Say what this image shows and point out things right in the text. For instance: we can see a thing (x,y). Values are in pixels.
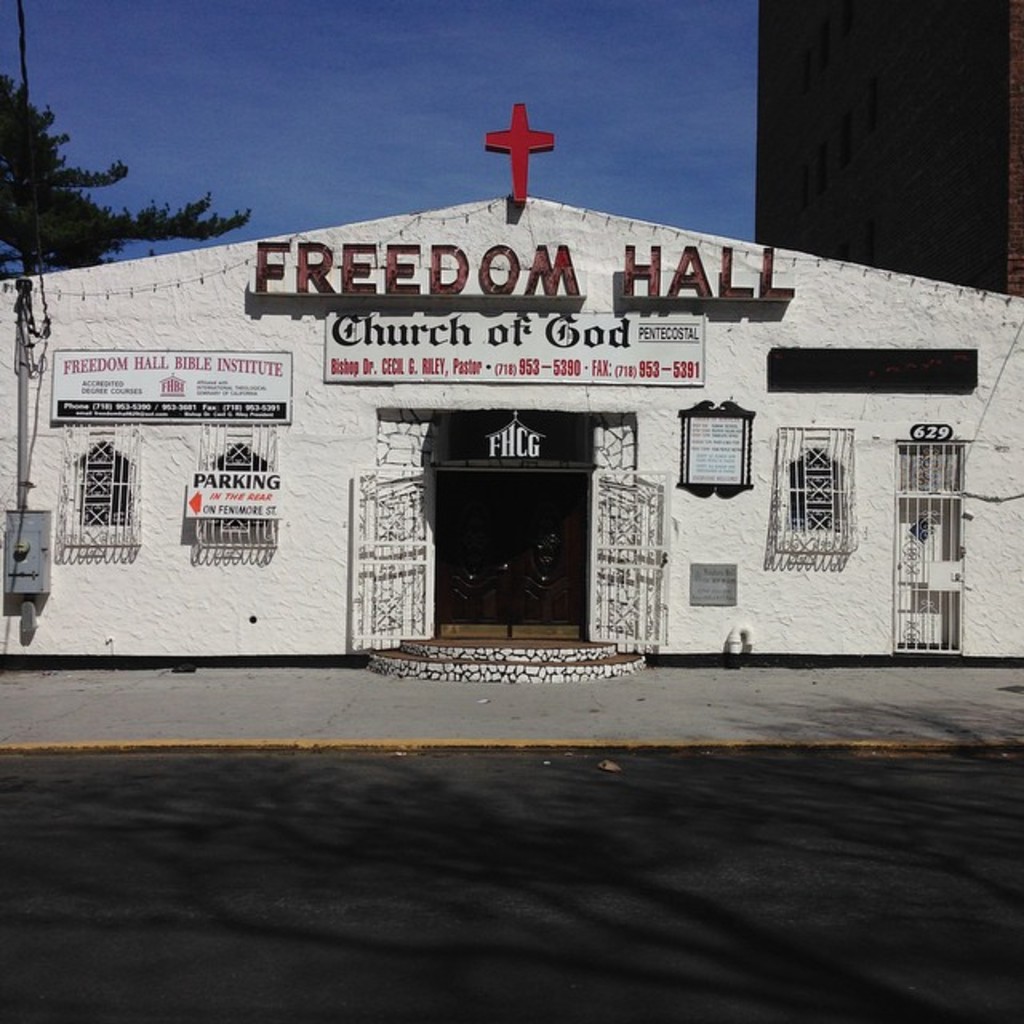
In the image we can see a building (686,626), on the building (838,309) there are some banners (922,357). Behind the building (856,315) there are some trees (12,112) and sky (168,194).
